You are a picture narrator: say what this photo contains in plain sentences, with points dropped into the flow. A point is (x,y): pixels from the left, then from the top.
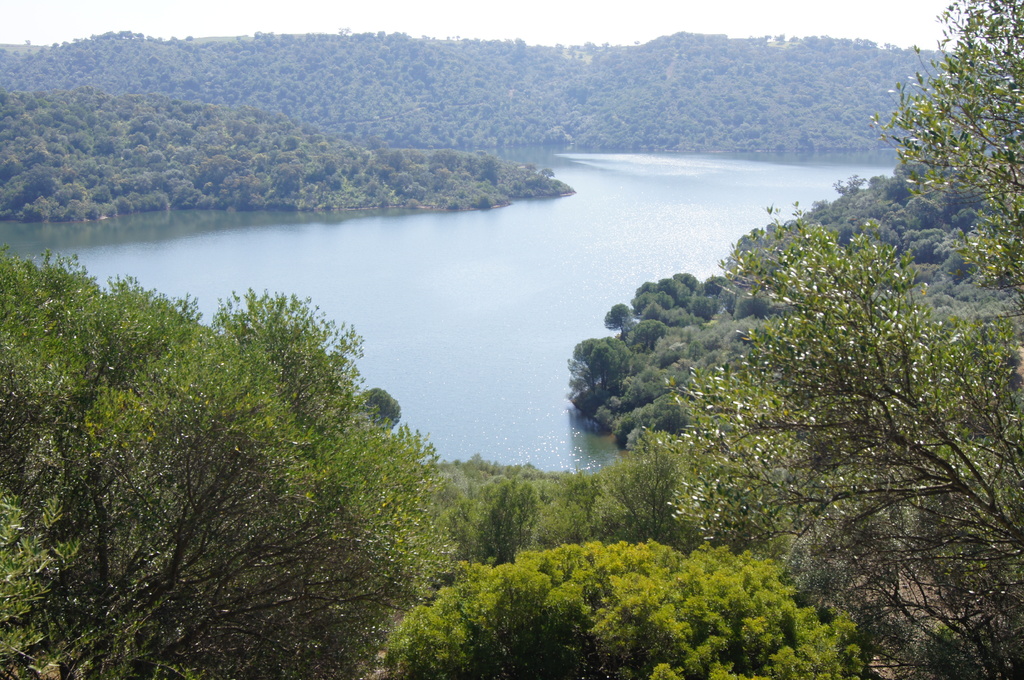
In this picture I can see there is a river (424,281) and there are mountains (363,99) and there are covered with trees (348,107) and the sky (139,12) is clear.
